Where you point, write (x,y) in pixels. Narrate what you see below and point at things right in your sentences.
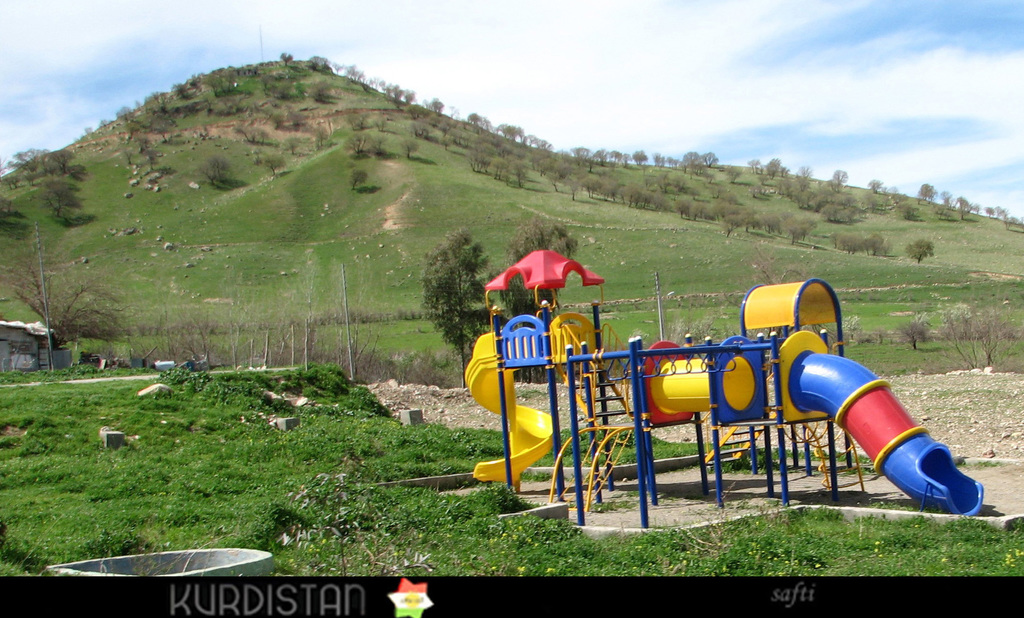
In this image we can see a slide (528,439), ladder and playing objects (671,354). There are plants (313,498), grass (297,476) and stones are on the ground (468,508). In the background (207,348) we can see trees (279,332), a house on the left side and there are trees (358,175) on the hills (357,159) and we can see clouds (235,52) in the sky (29,72). At the bottom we can see text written on the image.
